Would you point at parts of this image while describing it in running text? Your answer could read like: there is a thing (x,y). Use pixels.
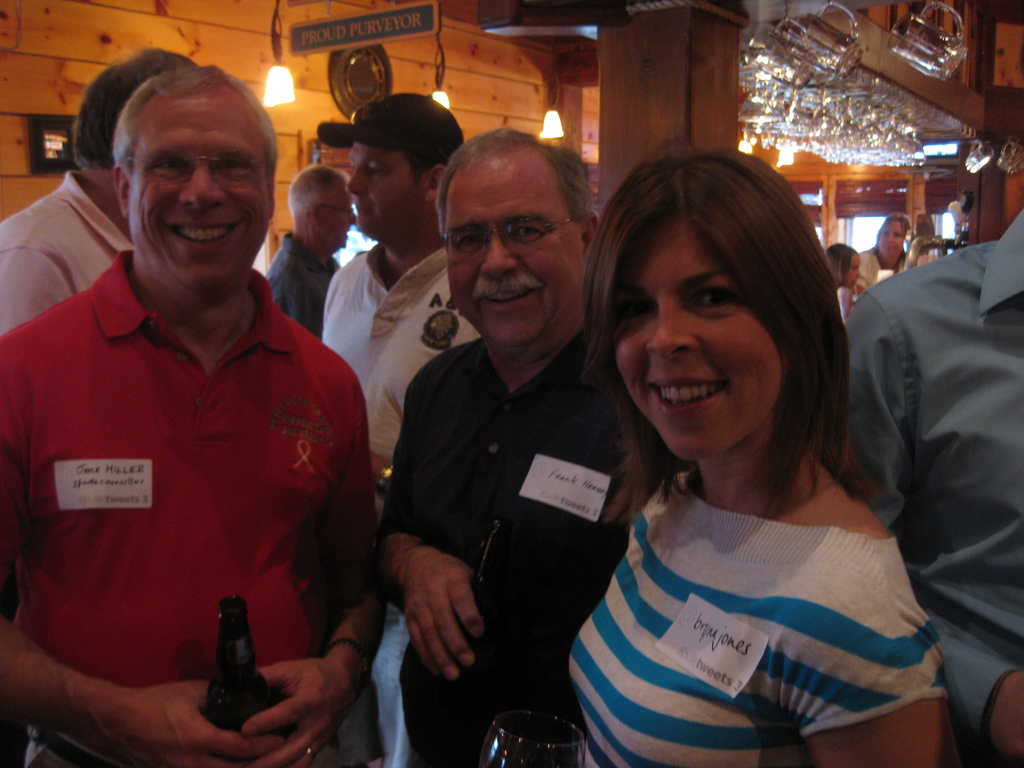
In this image, we can see some people (170,216) standing, in the background (635,62), we can see a wooden pillar (659,67) and there is a wooden wall (391,49), we can see a green board (370,22) and we can see some lights (280,37).
